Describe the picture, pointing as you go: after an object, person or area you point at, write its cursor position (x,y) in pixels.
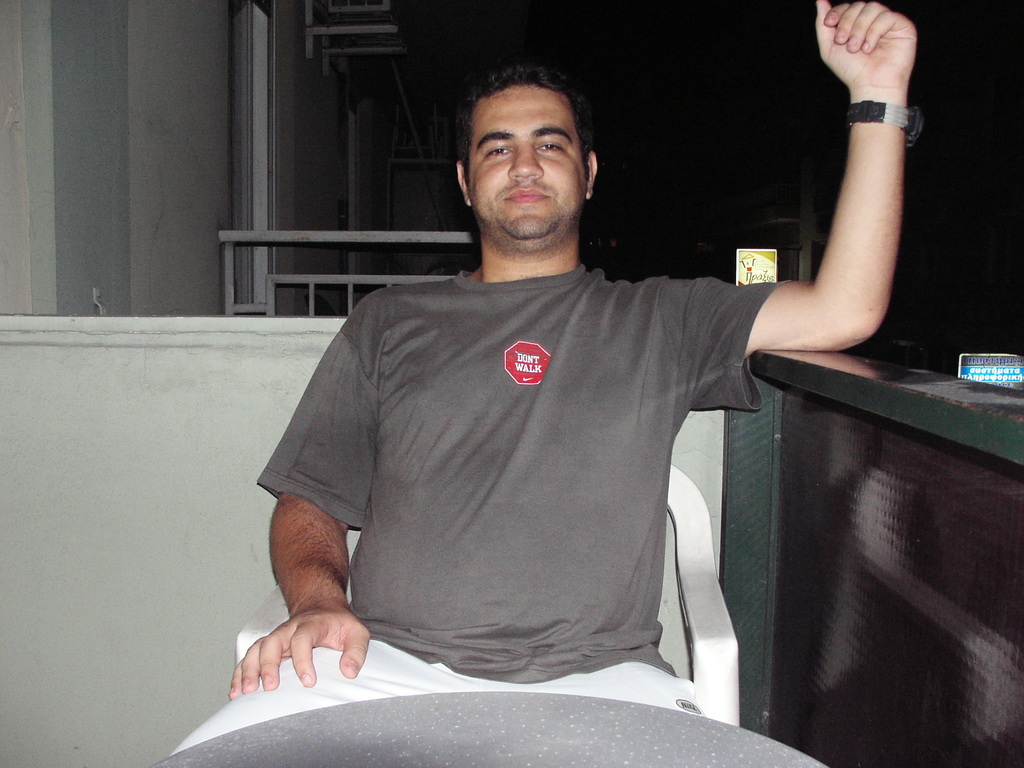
In this picture I can see a person (530,515) sitting on the chair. I can see metal objects (335,235) in the background (308,234). I can see the wall (317,184).
